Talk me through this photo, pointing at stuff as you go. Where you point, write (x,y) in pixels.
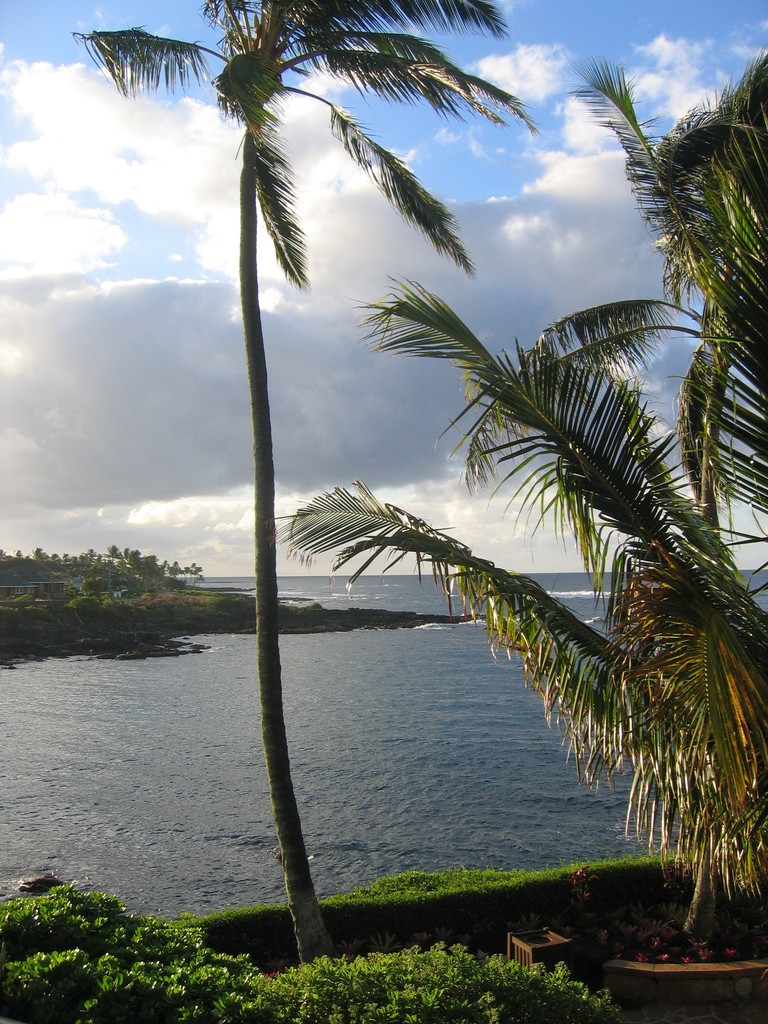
This picture might be taken outside of the city. In this image, on the right side (697,636), we can see some trees (692,810). In the middle (263,414), there is a coconut tree (256,323). On the left side (83,573), we can also see some trees (69,566). On top (700,34) there is a sky (711,38), at the bottom (519,683), we can see a water (529,836) in a ocean (583,808).
